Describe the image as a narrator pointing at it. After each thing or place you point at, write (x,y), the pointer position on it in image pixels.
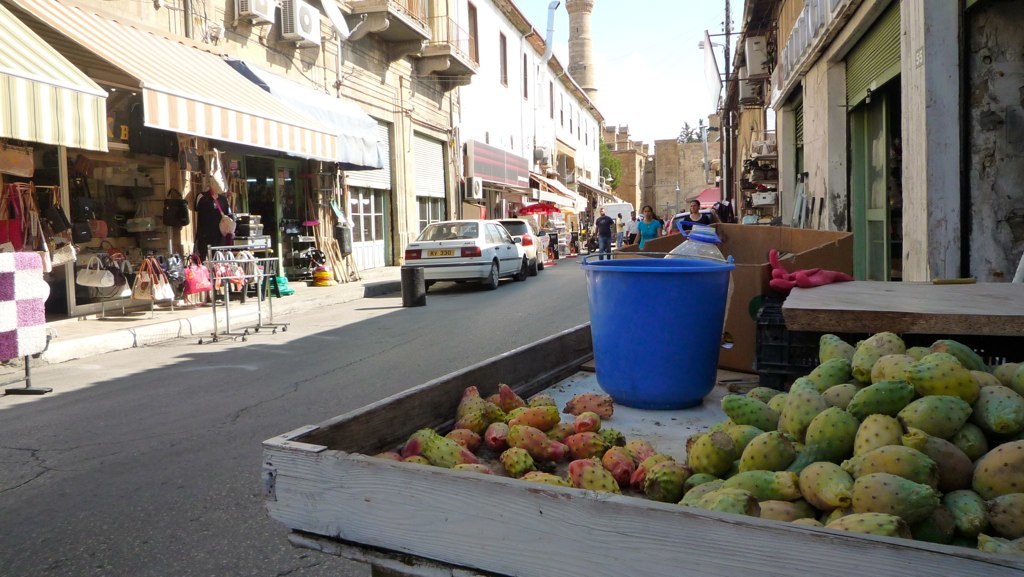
In this image we can see fruits (923,479), bucket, can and cardboard box (845,268) kept on the cart (448,416) and these people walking on the road (381,326) and vehicles (516,254) moving on the road (205,402). Here we can a store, tents (38,31), building (676,175), trees (609,149) and the sky (650,101) in the background (599,128).
